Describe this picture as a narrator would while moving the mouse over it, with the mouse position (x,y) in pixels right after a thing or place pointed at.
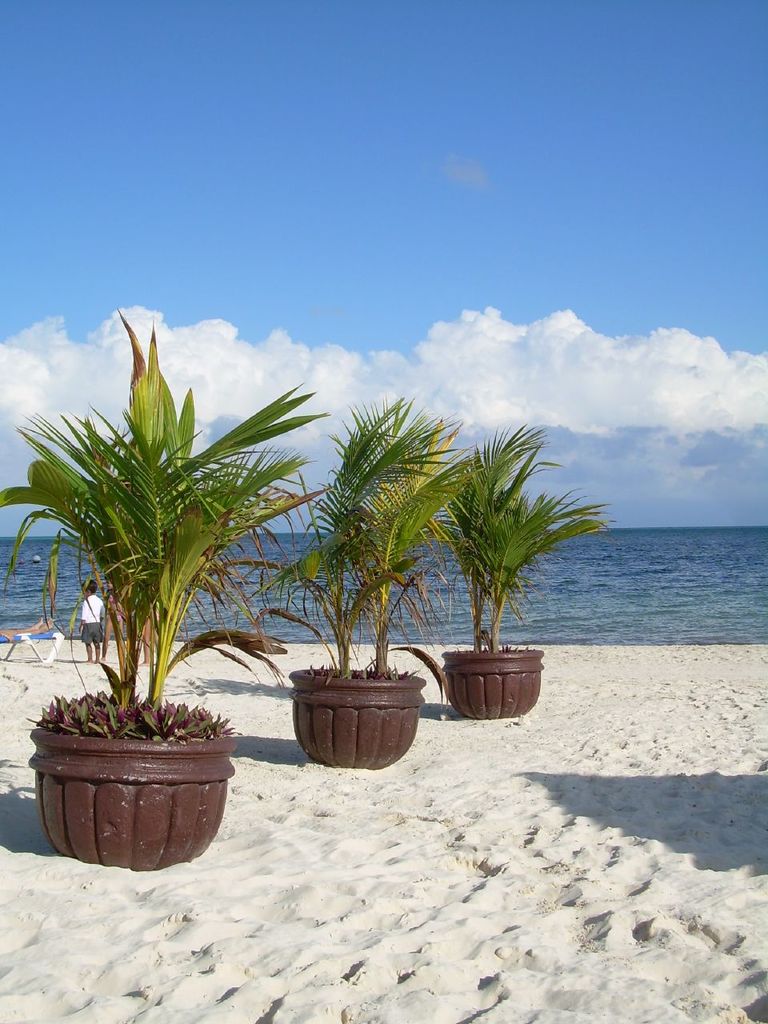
In the middle of the image (390,427) there are some plants (90,722). Bottom of the image (628,693) there is sand (762,1003). Behind the plants (465,466) there is water (34,589) and there is a person (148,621) standing. Top of the image (697,11) there are some clouds (430,406) and sky (131,84).
